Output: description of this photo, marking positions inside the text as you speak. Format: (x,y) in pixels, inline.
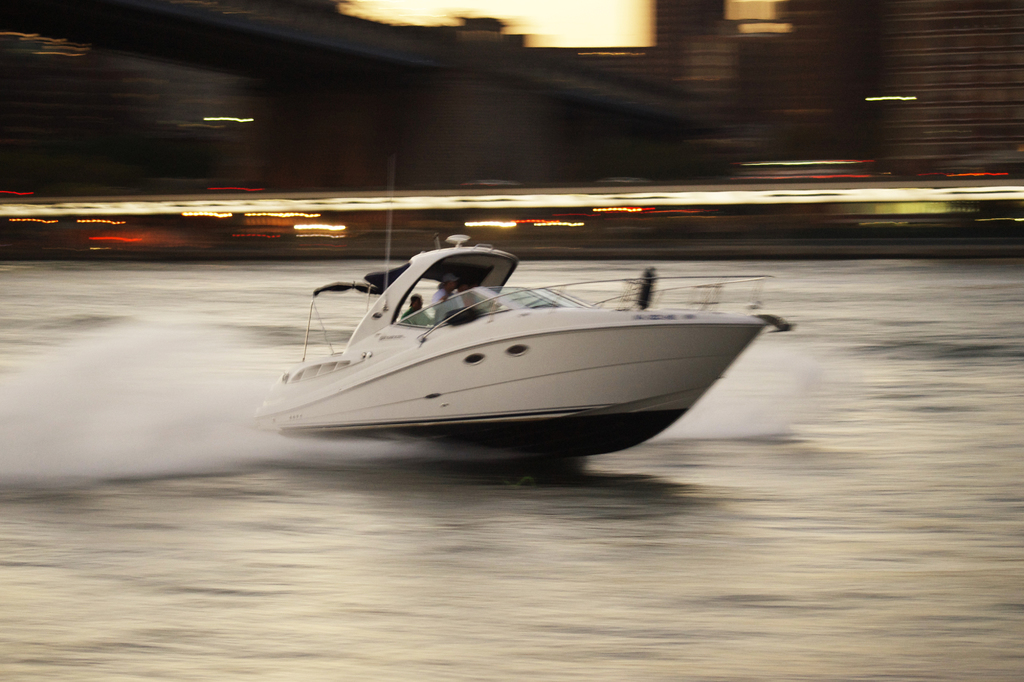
In this image I can see the boat (472,412) on the water (472,594). And I can see few people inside the boat (449,334) and the boat (470,379) is in white color. And I can see the blurred background (496,122).
